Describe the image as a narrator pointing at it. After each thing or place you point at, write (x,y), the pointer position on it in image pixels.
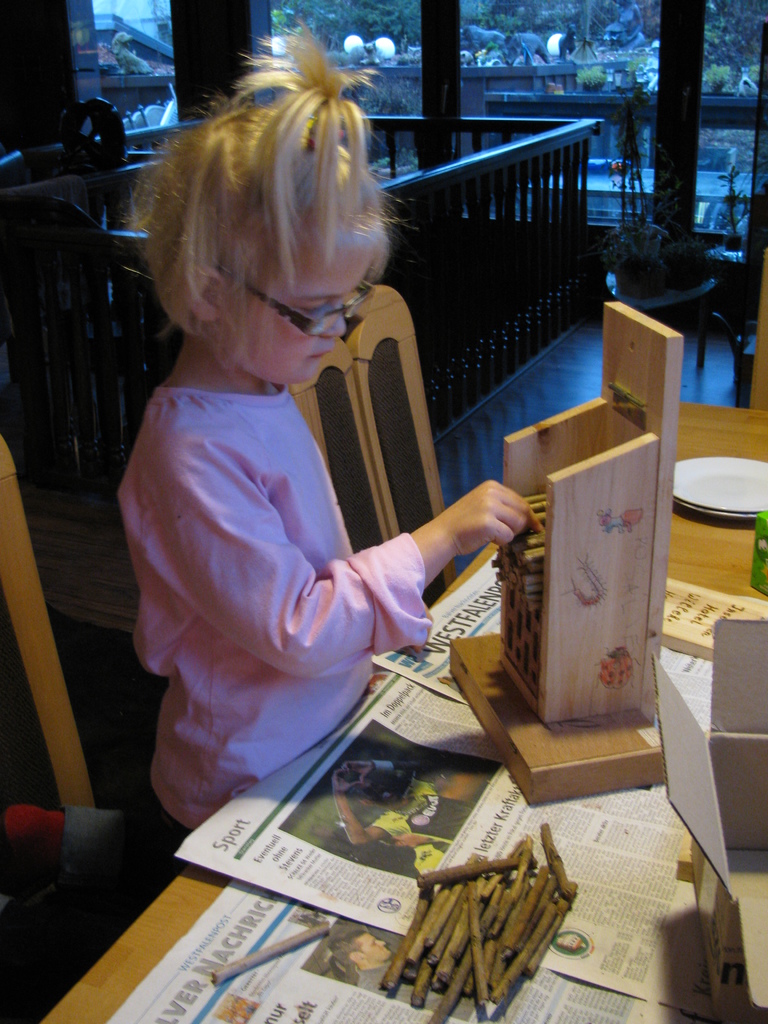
In this image, there is kid (256,483) wearing clothes (231,535) and standing in front of the table (713,558). This table (300,818) contains boxes (610,635), plates (722,501) and sticks (521,898). There is a chair (399,501) in the middle of the image (399,501).
